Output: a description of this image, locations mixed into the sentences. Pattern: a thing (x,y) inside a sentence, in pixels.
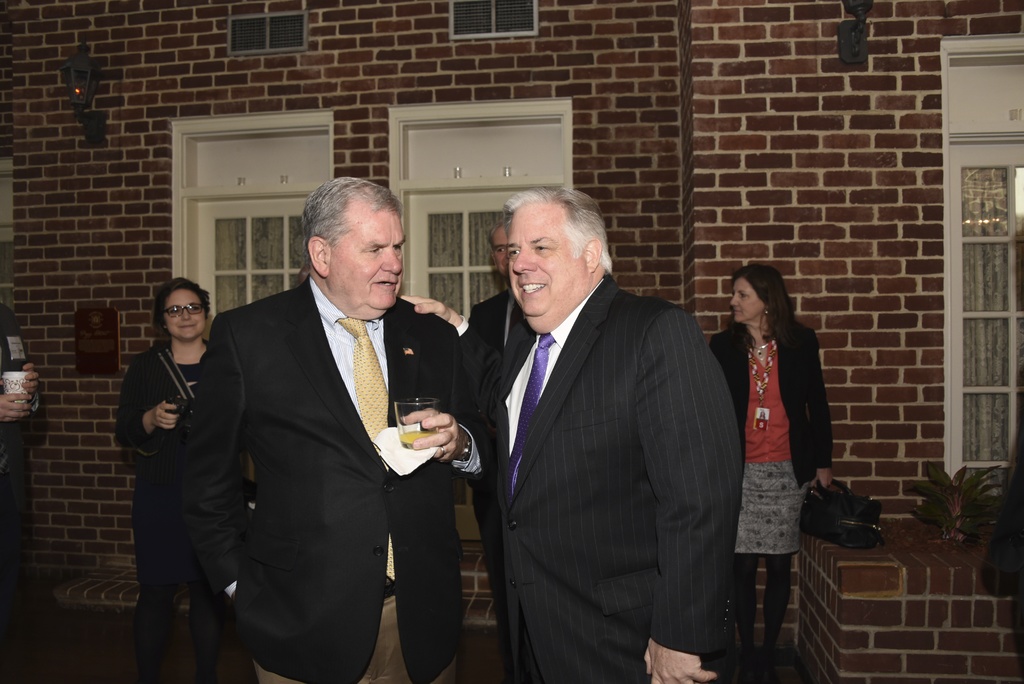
In this picture we can see two men (439,421). There is a person (377,432) holding a glass (405,408) and a tissue (388,459) in his hand (436,436) on the left side (259,389). We can see another person (4,442) holding a cup (16,377) in his hand (4,396) on the left side (18,408). We can see a woman (131,411) holding an object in her hand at the back (136,399). There is another woman (788,409) holding a bag (843,487) which is on the brick wall (887,572). A plant (941,487) is seen on the brick wall (869,580) on the right side (941,483). We can see a few windows (956,188), curtains (445,247), lantern (79,56) and a board (100,341) on a brick wall (796,50) in the background (780,48).
